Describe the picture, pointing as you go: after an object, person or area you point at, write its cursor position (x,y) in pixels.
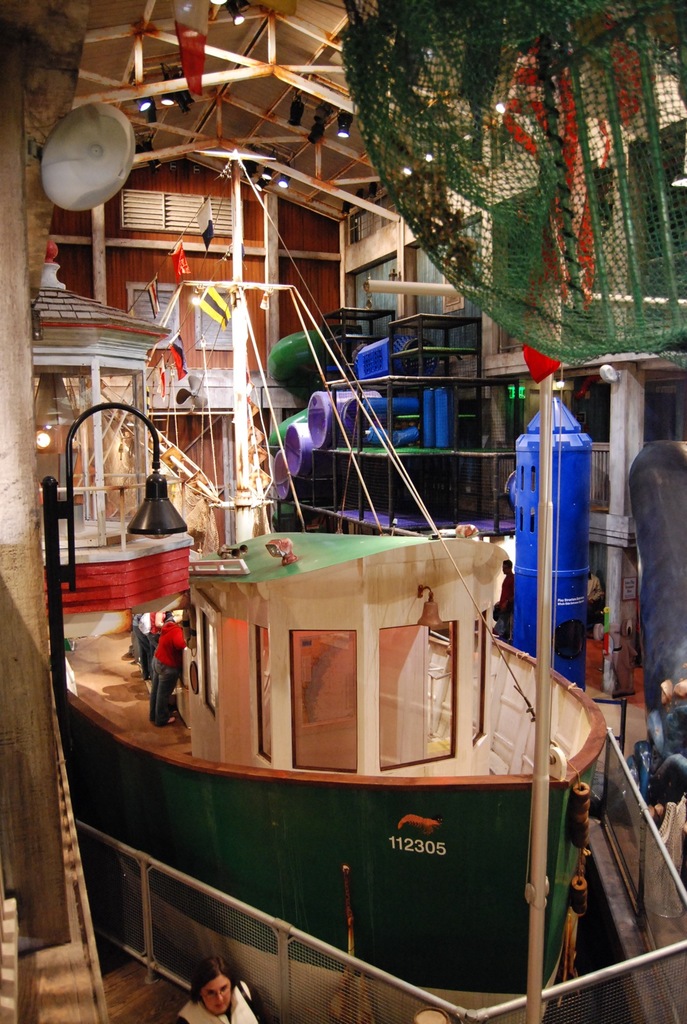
In this picture there are people (154,678) and we can see ship (229,861), poles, light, net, poles (67,754) and flags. In the background of the image (505,338) we can see racks (402,498), wooden wall (394,300), blue objects (427,393) and pillar (487,318). At the top of the image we can see lights (344,207).
